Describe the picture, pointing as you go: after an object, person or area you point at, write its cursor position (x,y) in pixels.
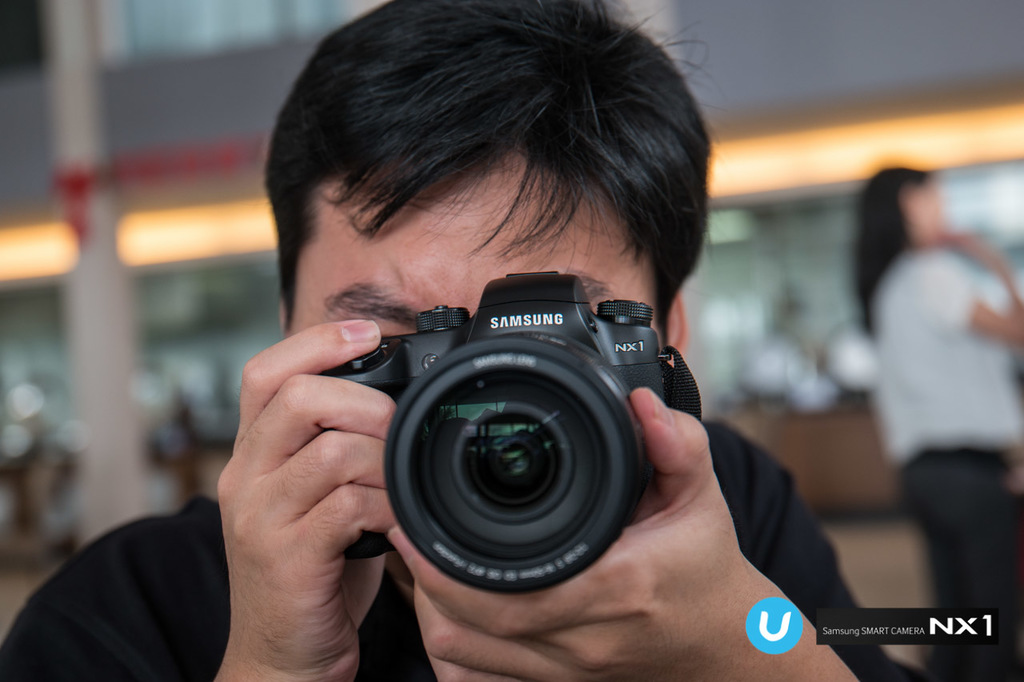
In this picture there is a man (326,67) holding a camera (447,494) in front of his face (375,270). He is wearing a black t shirt (82,621). Towards the right corner (890,319) there is a woman (883,227) wearing a white top (999,349).
